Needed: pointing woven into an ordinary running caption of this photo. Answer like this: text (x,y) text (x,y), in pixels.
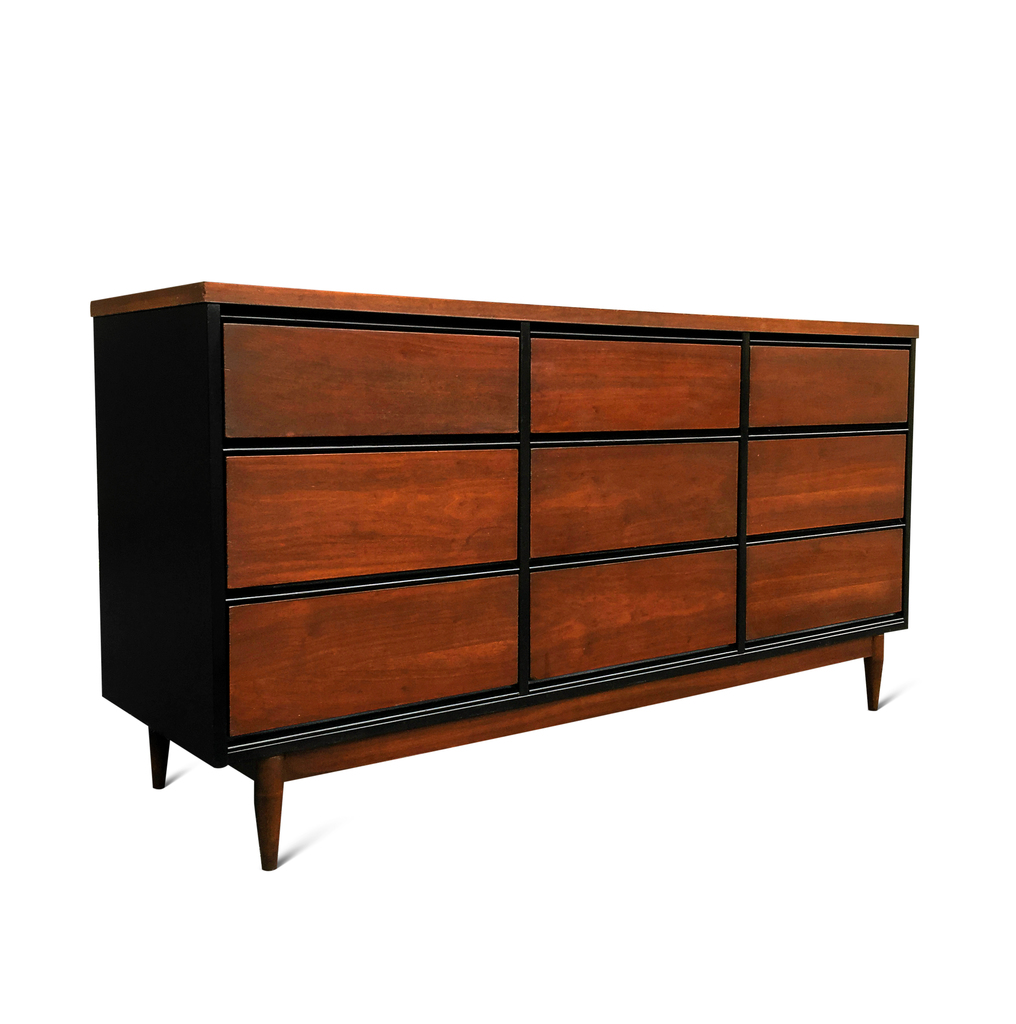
In this image i can see a brown color wooden block (547,503).
